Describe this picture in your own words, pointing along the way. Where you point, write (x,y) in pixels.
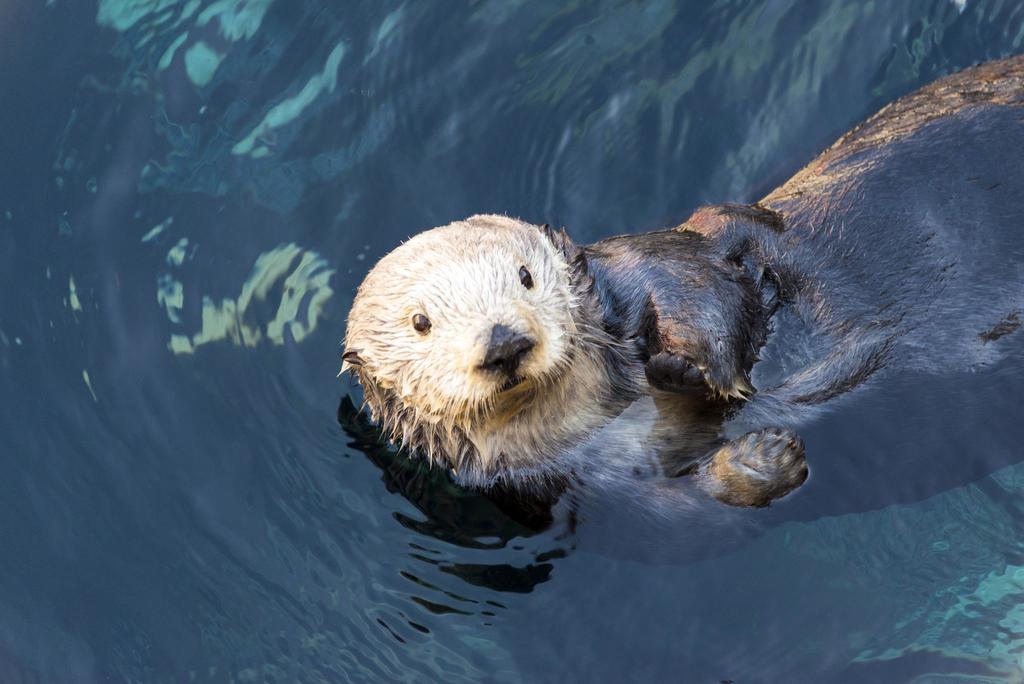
In this picture we can see a sea otter (633,371) here, at the bottom (383,545) there is water (193,533).
